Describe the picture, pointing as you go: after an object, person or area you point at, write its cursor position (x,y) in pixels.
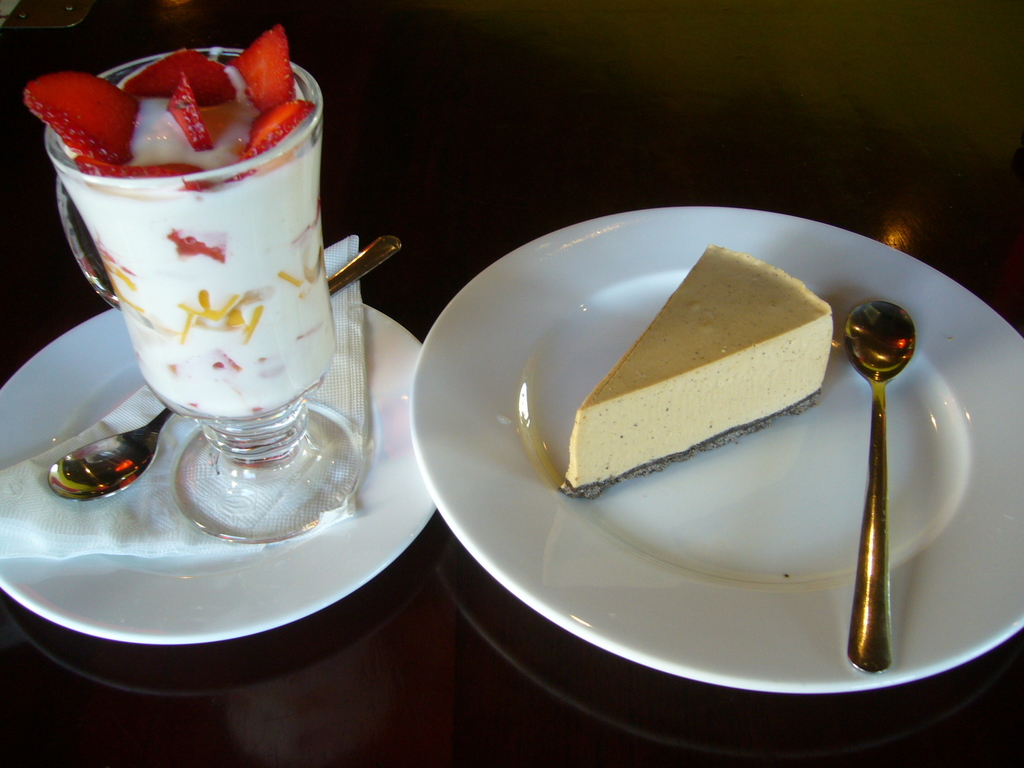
In this image I can see the brown colored table (563,99) and on it I can see two white colored plates (467,520). On the plate (355,543) I can see a tissue (102,513), a spoon (95,467) and a glass (257,399) with a food item (195,260) in it. On the other plate (509,489) I can see a cream colored dessert (697,428) and a spoon (885,433).
